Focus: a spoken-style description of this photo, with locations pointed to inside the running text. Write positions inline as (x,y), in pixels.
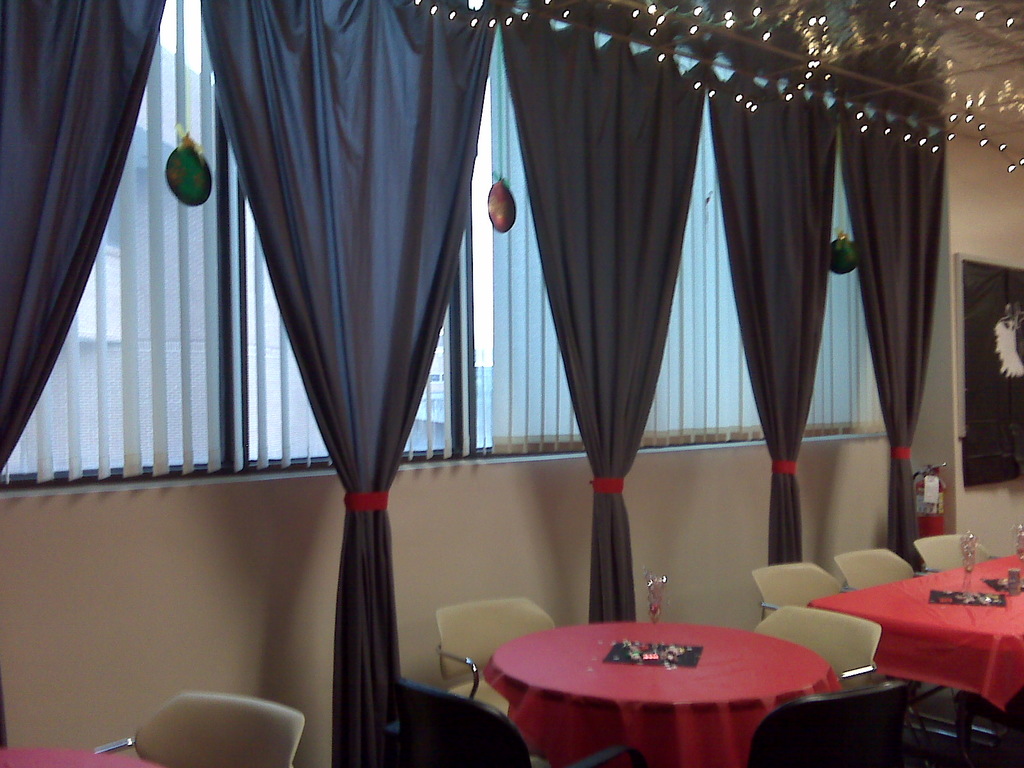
In this image there are chairs (885,577) and tables (649,733) on the floor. On the tables (688,681) there are objects (671,656). Background (312,555) there is a wall (820,478) having a window (701,294) which is covered with the curtains (566,130). There are objects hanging near the window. Right side (987,374) there is a frame (972,386) attached to the wall (461,522).
